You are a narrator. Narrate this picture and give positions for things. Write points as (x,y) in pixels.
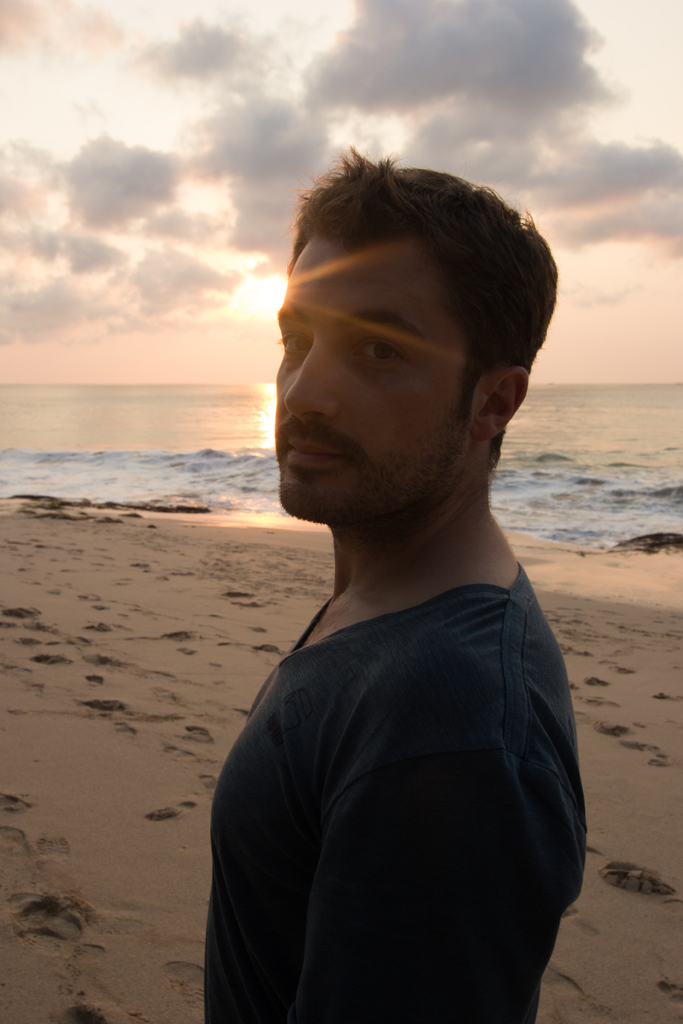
In this picture we can see a man (395,624) is standing in the front (391,678), at the bottom (135,838) there is soil (138,699), in the background (562,476) we can see water (604,409), there is the sky (333,59) and clouds (206,45) at the top of the picture (206,45).
